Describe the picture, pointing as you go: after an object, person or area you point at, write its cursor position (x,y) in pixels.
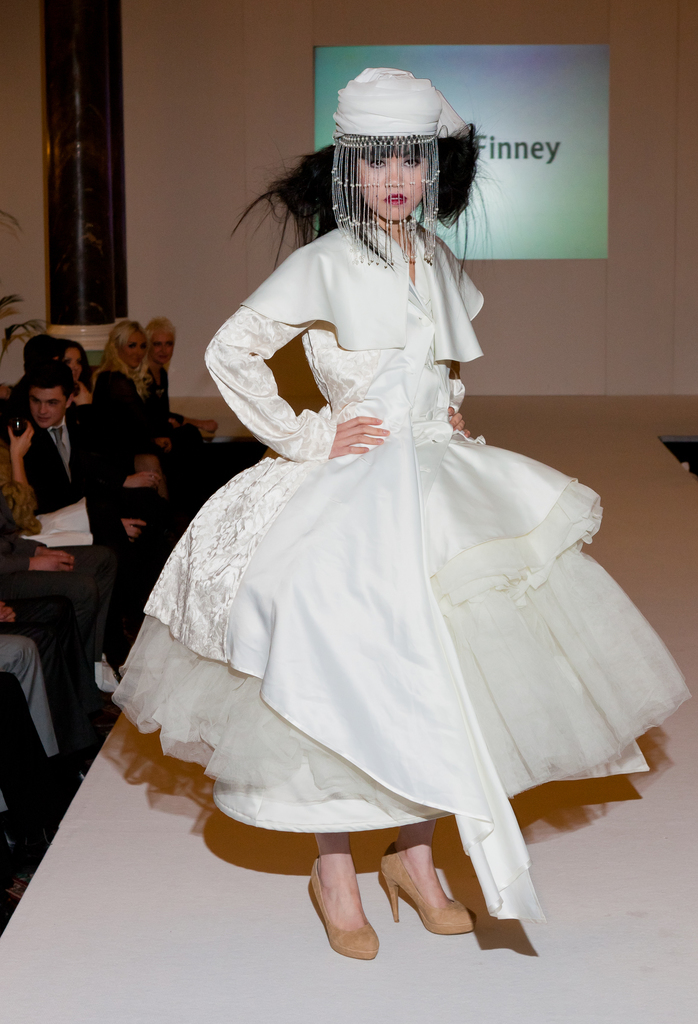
This is the woman (501,580) standing. She wore a white frock (388,343) and heels (352,943). There are group of people (40,524) sitting on the chairs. This looks like a pillar (86,257). I think this is the board (595,152) attached to the wall (639,152).
